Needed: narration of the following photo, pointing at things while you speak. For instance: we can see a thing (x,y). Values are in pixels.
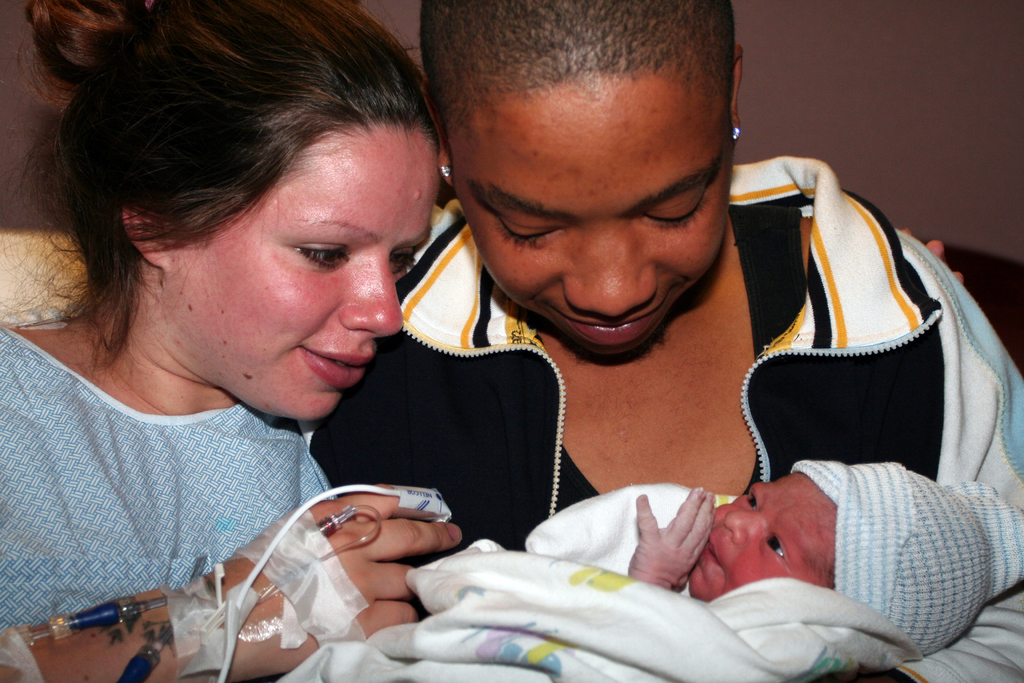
In this picture we can see there are two persons (388,460) holding a baby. Behind the people (100,634), there is a wall (831,136).
